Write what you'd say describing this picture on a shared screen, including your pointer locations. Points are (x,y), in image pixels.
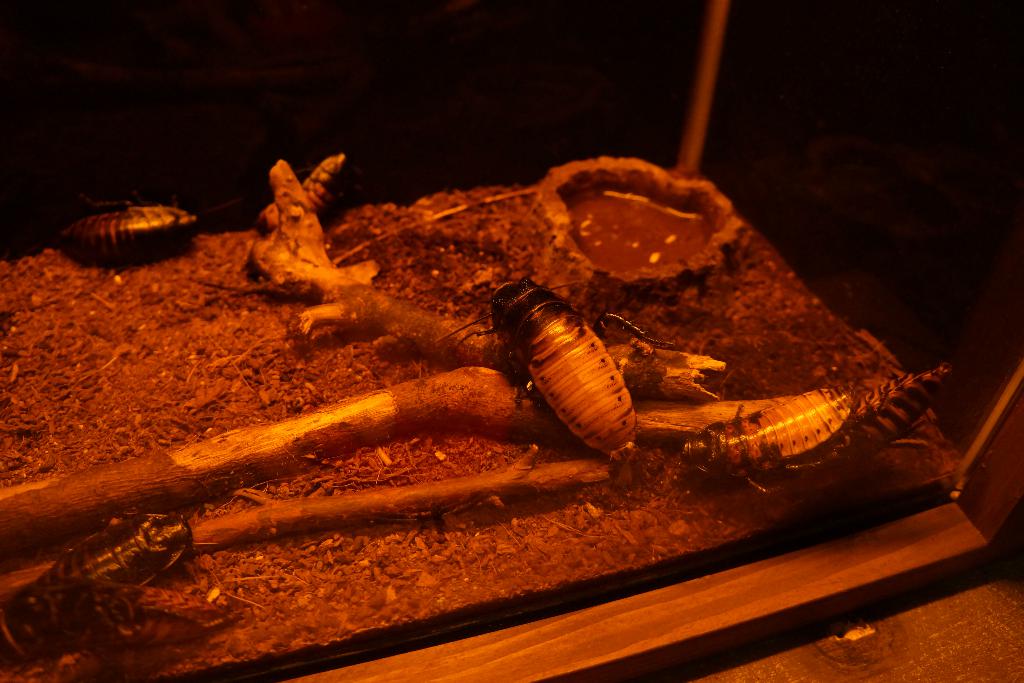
In the image we can see there are many insects (100,587), this is a wooden stick (208,443) and a container (611,208).
